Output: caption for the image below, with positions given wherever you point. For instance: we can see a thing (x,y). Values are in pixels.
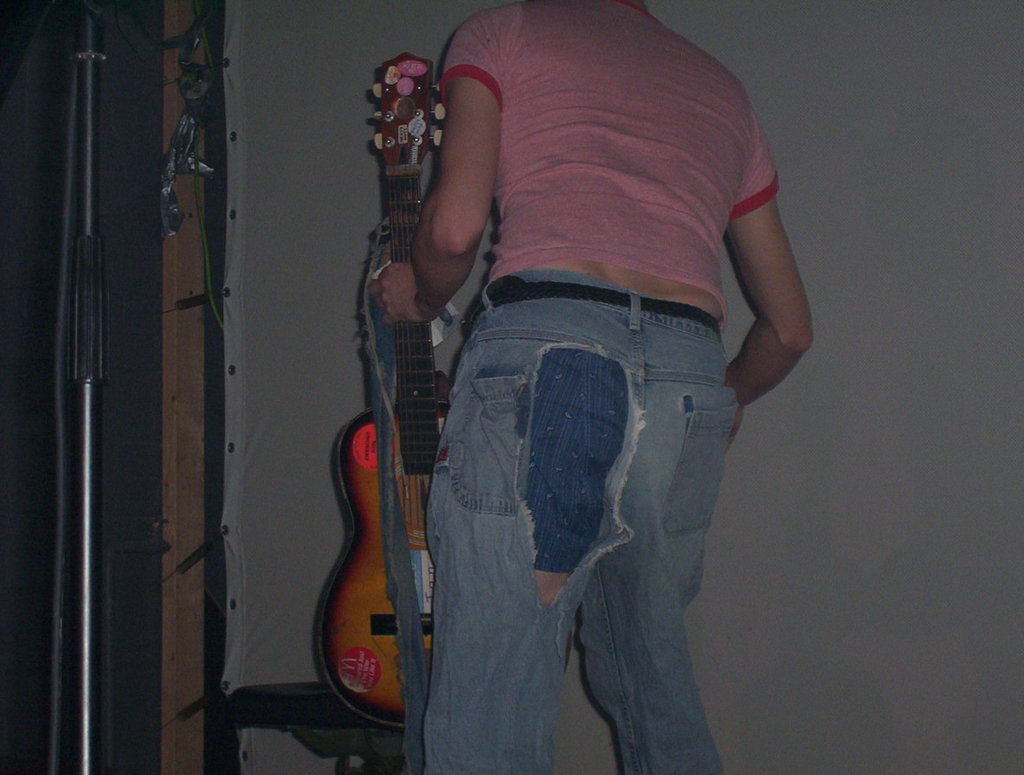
This person (592,90) is standing and holds a guitar (429,425). This is a pole (91,758). This a white banner (970,356).
